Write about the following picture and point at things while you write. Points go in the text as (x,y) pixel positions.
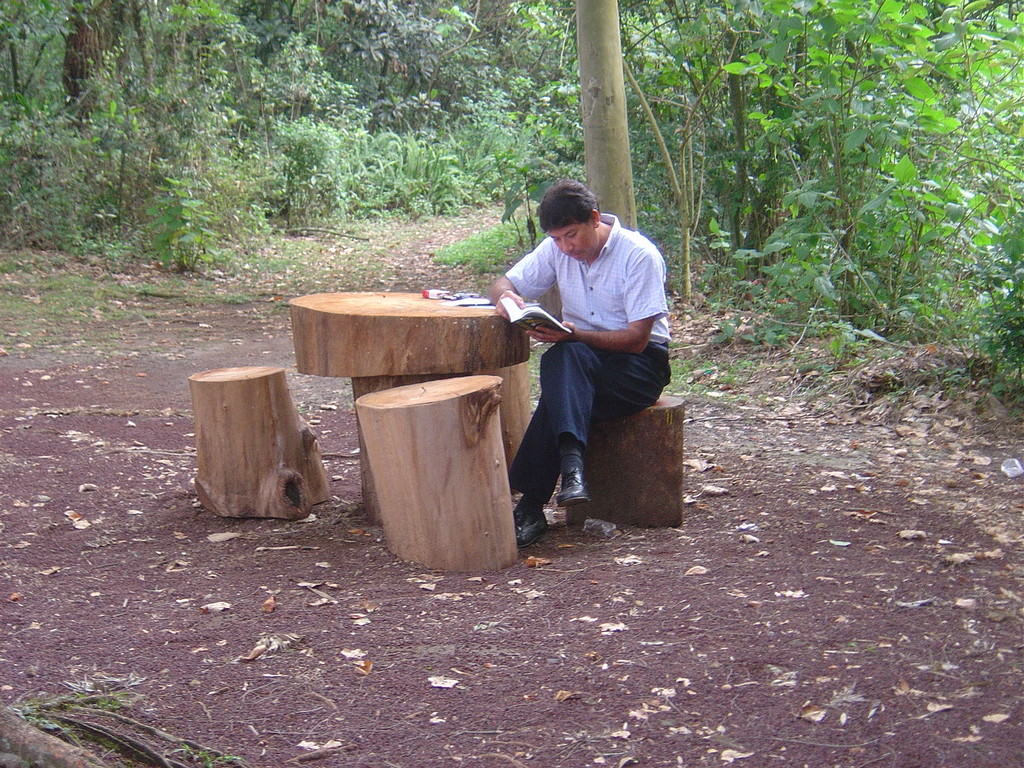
In this image in the center (547,331) there is one person (584,305) who is sitting, and there are some wooden sticks (462,422) at the bottom (483,573) there is grass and some dry leaves (134,355). And in the background (623,130) there are some trees (623,130).
